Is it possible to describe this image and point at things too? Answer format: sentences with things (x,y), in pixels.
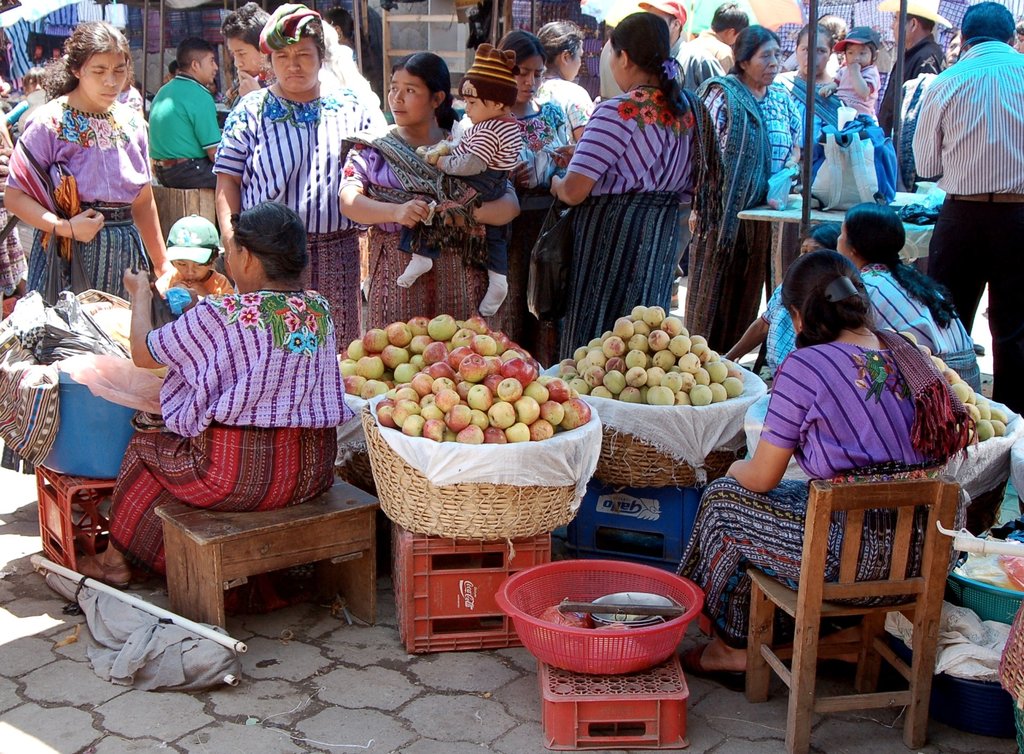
Here we can see some (252,319) are sitting and some (293,112) are standing on the floor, and here are the fruits (488,398) on the basket (522,494).
